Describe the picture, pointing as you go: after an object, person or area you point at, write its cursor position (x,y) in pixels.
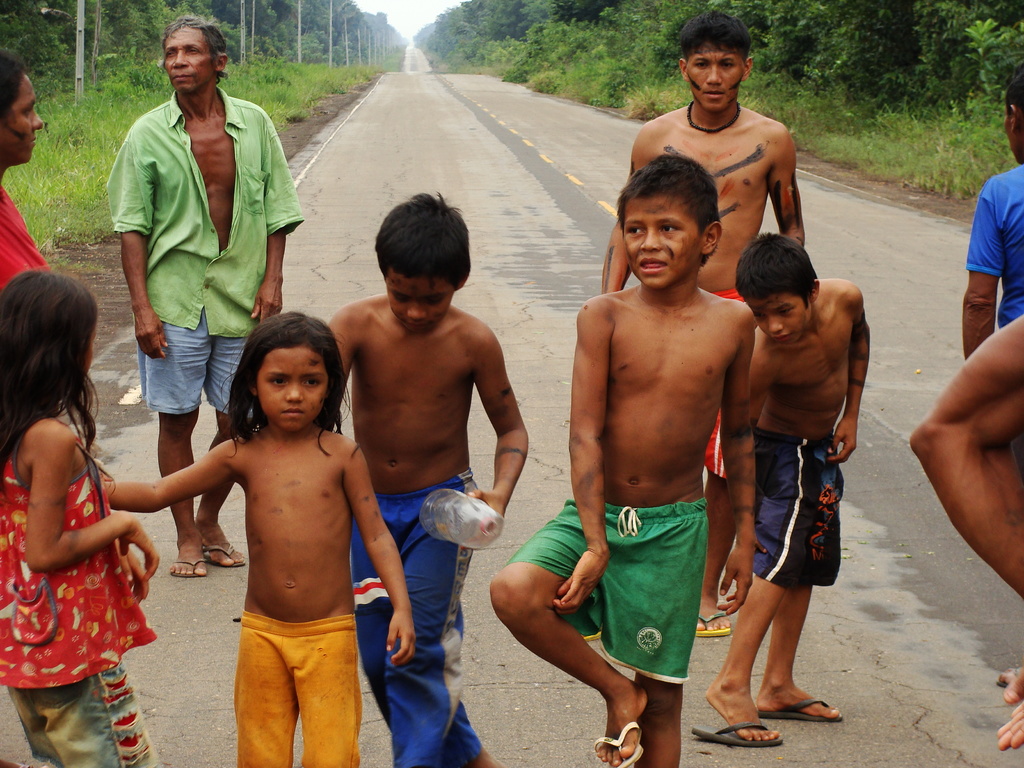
In this image I can see the group of people (511,389) standing on the road (194,607). These people (355,551) are wearing the different color dresses (17,487). To the side of these people (191,200) I can see many trees (586,35) and poles (330,39). In the background (420,16) I can see the white sky (433,3).
